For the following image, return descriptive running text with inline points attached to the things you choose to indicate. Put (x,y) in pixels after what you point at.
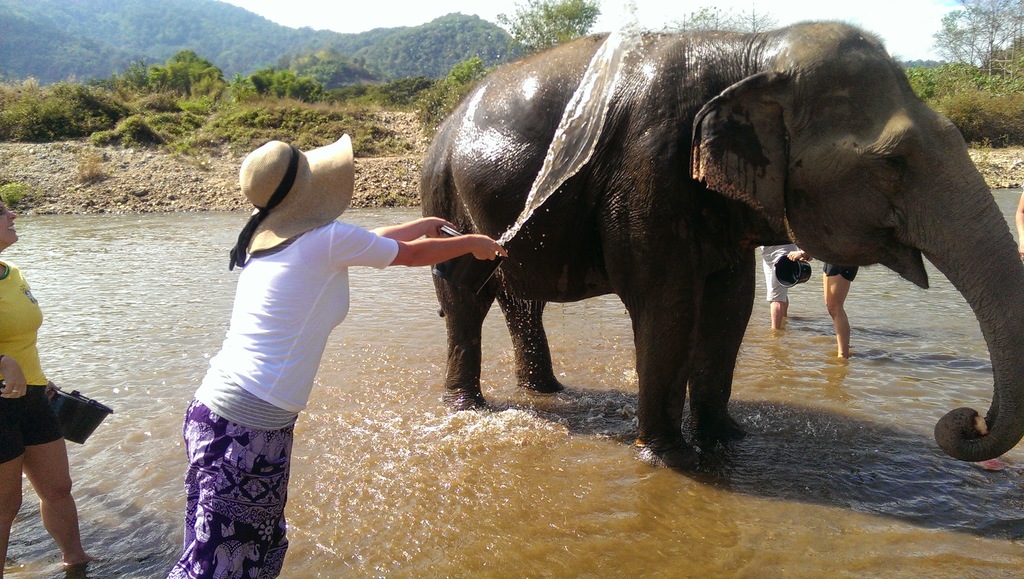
In the middle (610,243) there is an elephant (629,229). To the left (40,386) there is a woman (40,382) looking towards elephant (628,281). In the middle (387,262) there is a woman (302,279), she is cleaning elephant (622,108) with water (570,143), she wear a hat (282,200). At the bottom (471,499) there is water (573,525). In the background (365,90) there are plants (221,109), grass (195,105), sky (339,24) and hills (322,41).
